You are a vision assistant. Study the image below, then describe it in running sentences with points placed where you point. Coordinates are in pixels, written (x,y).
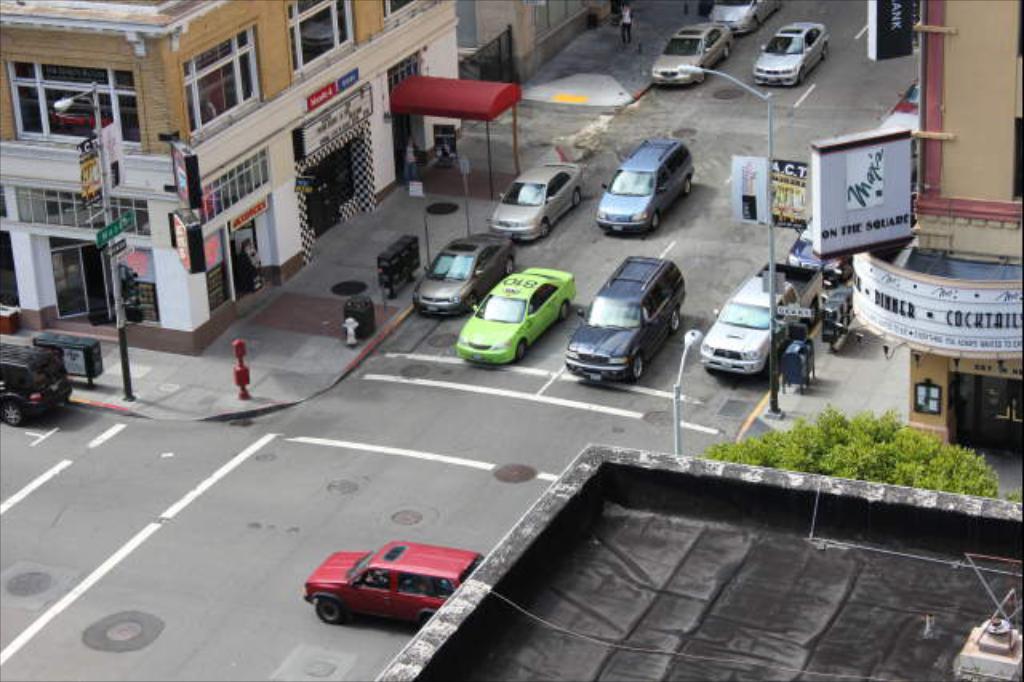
This is a top view of an image where we can see vehicles (469,300) are moving on the road (516,455), we can see light poles (773,318), boards (964,329), trees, fire hydrants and buildings (983,223).
